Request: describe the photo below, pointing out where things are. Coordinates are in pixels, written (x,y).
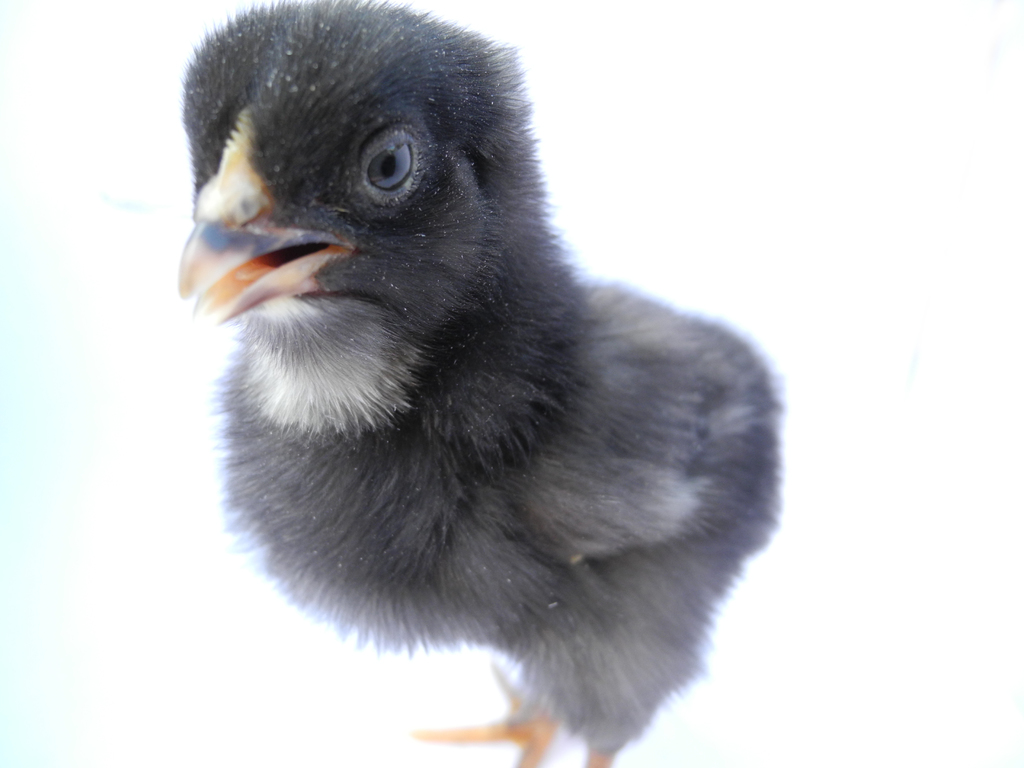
In this picture we can see a black color chicken bird (541,513) here, we can see white color background (770,212).
